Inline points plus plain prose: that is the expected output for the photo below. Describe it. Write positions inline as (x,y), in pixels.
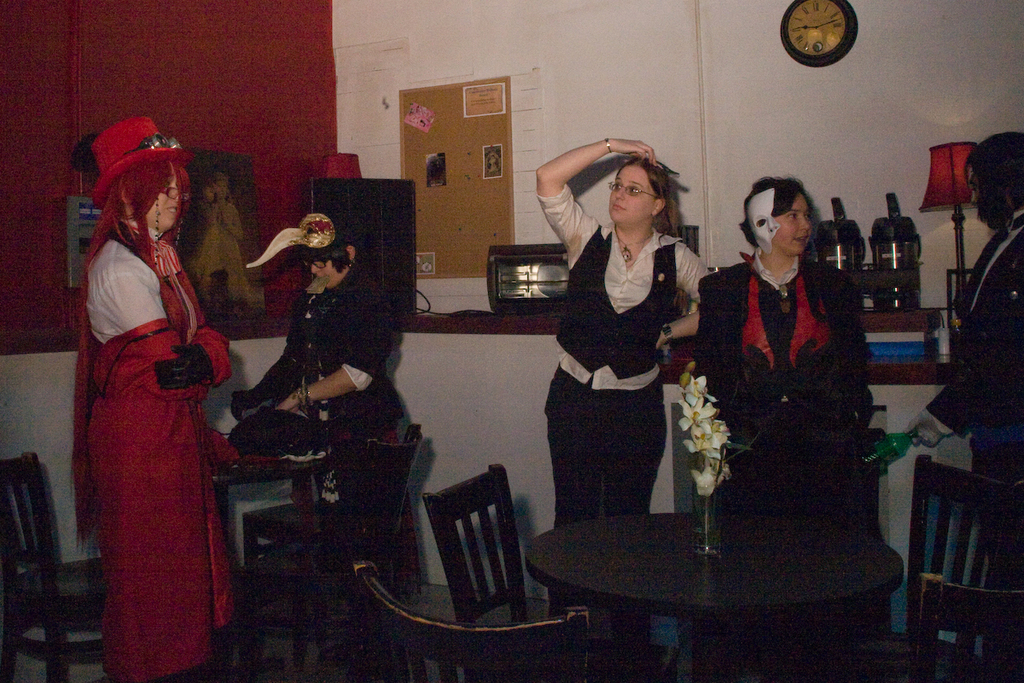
In this picture we can see some people (855,366) are standing and the people (395,360) are in fancy dresses (387,345). In front of the people (323,354) there are tables (712,572) and chairs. On the table (666,557) there is a flower vase (695,459) and a person (941,440) is holding a bottle (880,443). Behind the people (584,416) there is a lamp (961,210) and some objects (857,258) on the rack (866,312). Behind the rack (877,328) there's a wall (803,100) with a clock (806,33), board (475,129) and a photo frame (216,205).
